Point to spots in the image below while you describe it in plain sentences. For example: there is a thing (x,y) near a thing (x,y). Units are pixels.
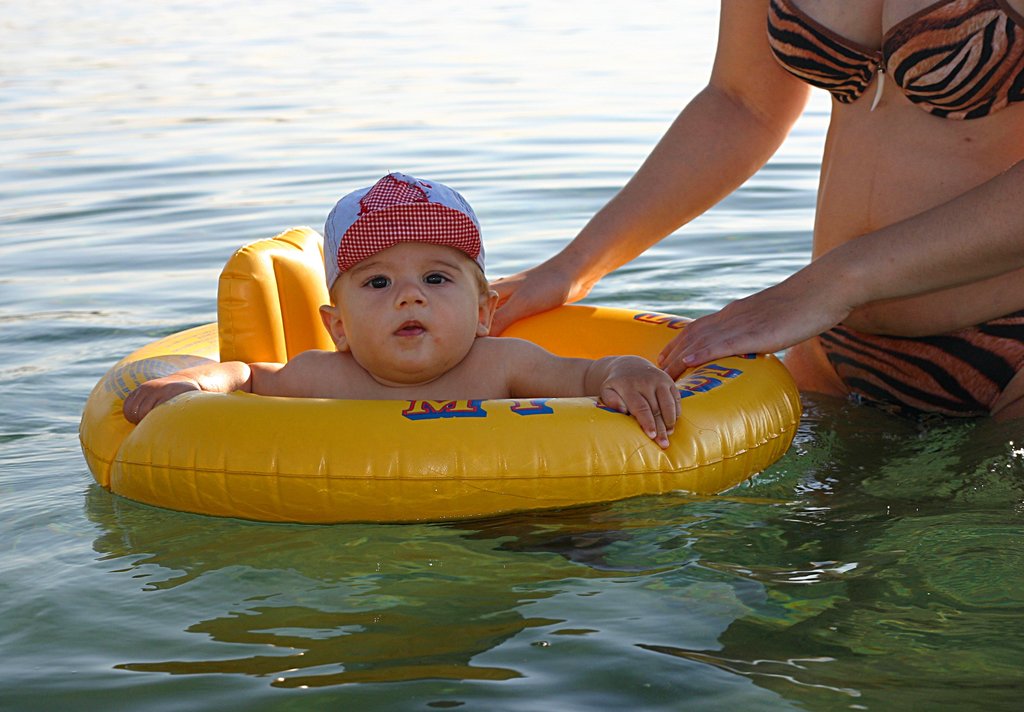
In this image, we can see a baby (385,371) with balloon (426,446) is wearing a cap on the water (11,673). Right side of the image (965,331), we can see a woman (841,318).
